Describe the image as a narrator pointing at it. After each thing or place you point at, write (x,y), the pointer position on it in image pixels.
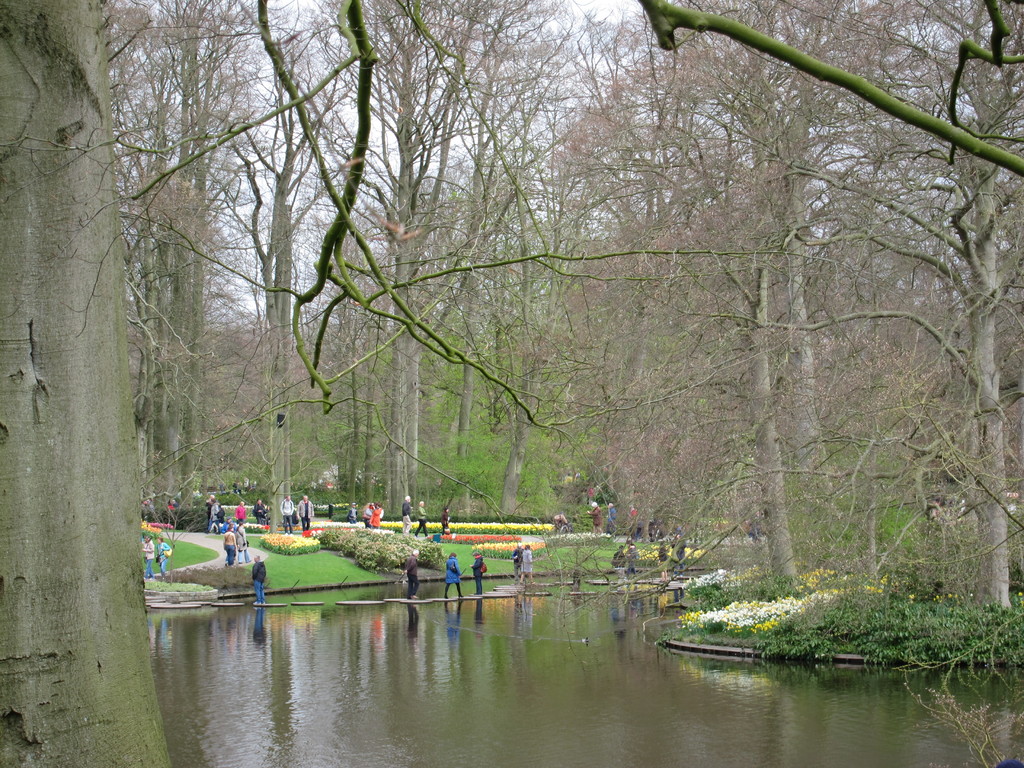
In the image there is a water surface (379,650) and around that there is a beautiful park (328,531), many people (241,526) were in the park (363,528) and there are also many tall trees (767,363) in between.
